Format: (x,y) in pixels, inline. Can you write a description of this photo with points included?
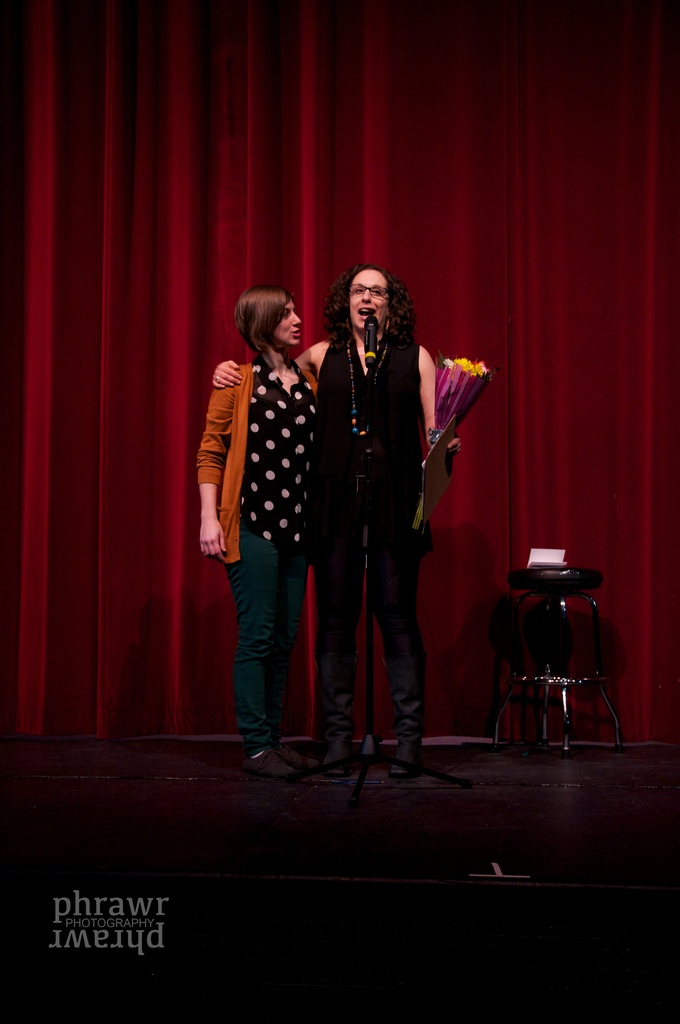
In this picture I can observe two women (324,547) standing on the stage (424,803) in front of the mic (369,335). In the bottom left side (101,921) I can observe watermark (105,909). In the background (169,292) there is maroon color curtain (164,247).
